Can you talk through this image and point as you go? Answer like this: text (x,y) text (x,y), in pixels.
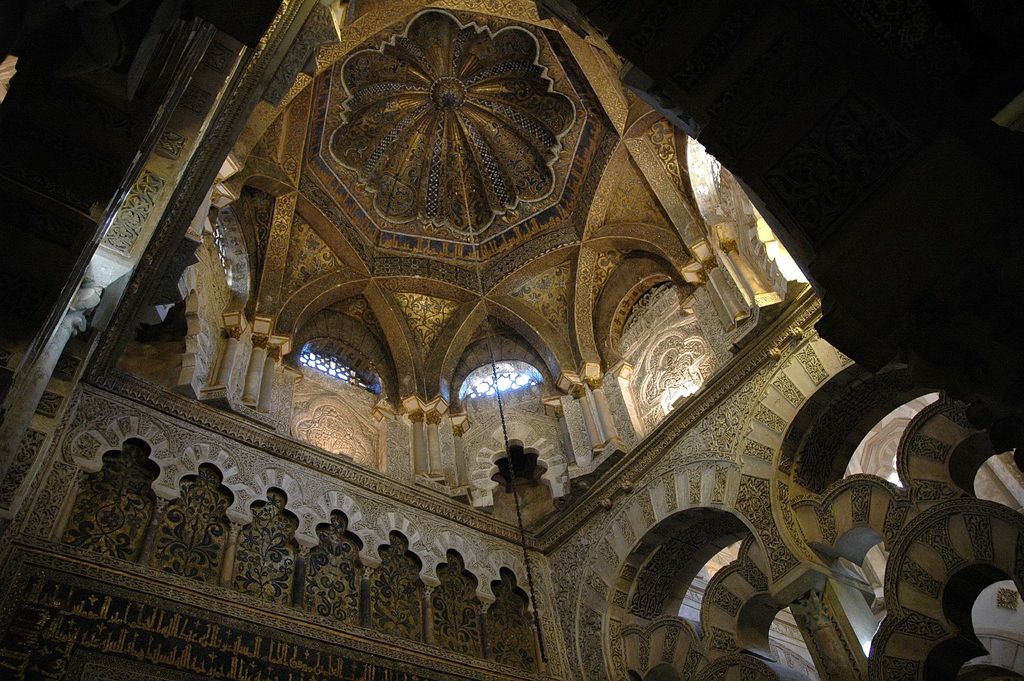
This image consists of a building (238,531), in which we can see the art (423,529) on the walls (326,379). At the top (439,182), there is a roof (558,352).
